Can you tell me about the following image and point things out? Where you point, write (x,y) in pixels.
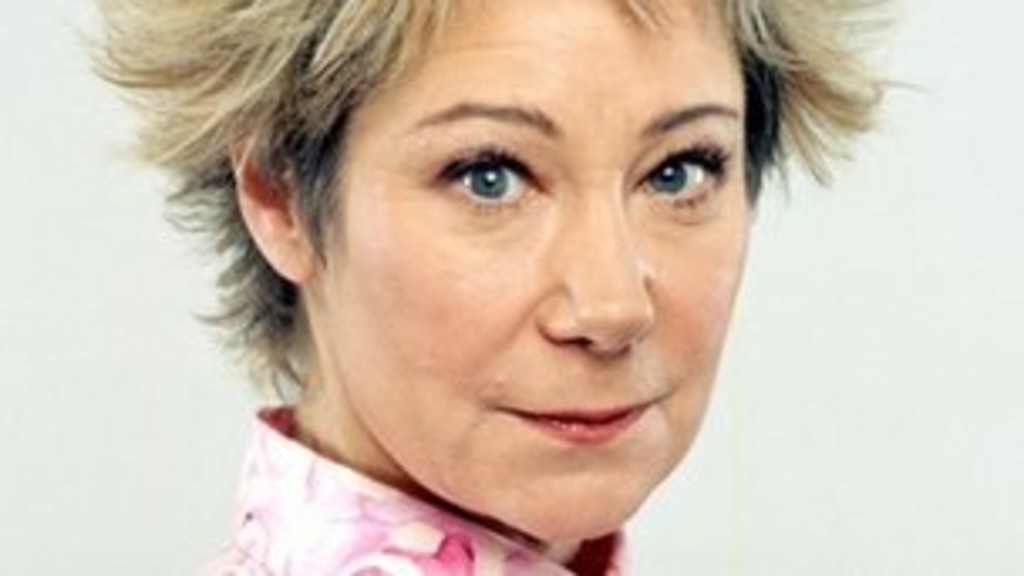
In this picture I can see a person (245,3), and there is white background (86,173).
